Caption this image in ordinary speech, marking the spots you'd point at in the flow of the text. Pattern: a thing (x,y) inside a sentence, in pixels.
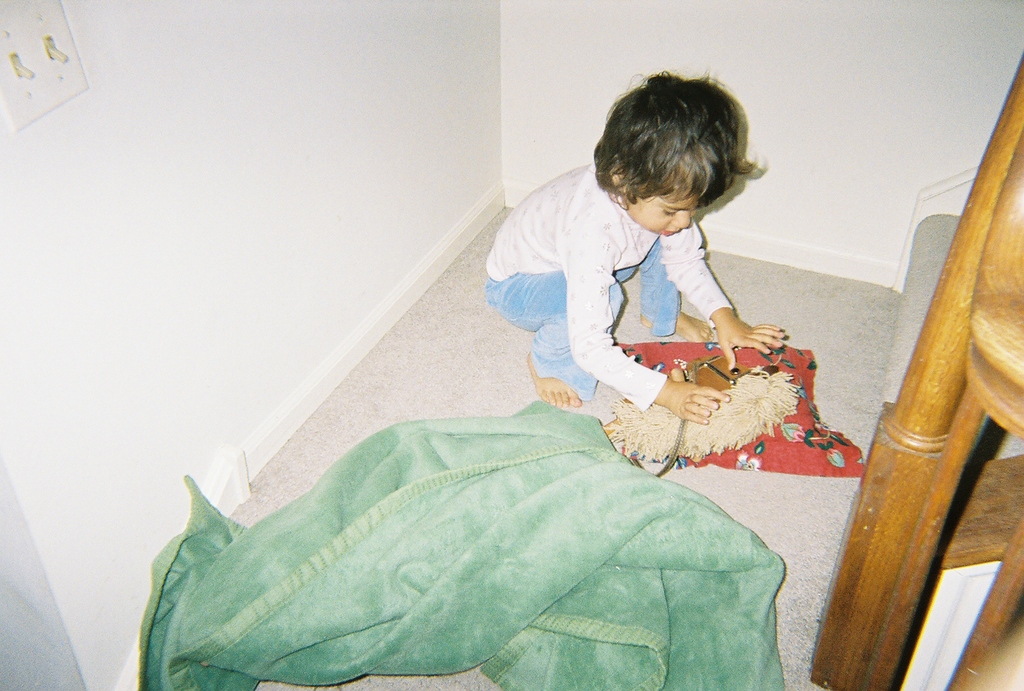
In this image we can see a child (680,394) on the floor (454,374). We can also see a bag (698,440) and a blanket (578,541) beside him. On the right side (935,515) we can see a railing (934,463). On the backside (337,291) we can see a switchboard (10,91) on a wall (151,348).
